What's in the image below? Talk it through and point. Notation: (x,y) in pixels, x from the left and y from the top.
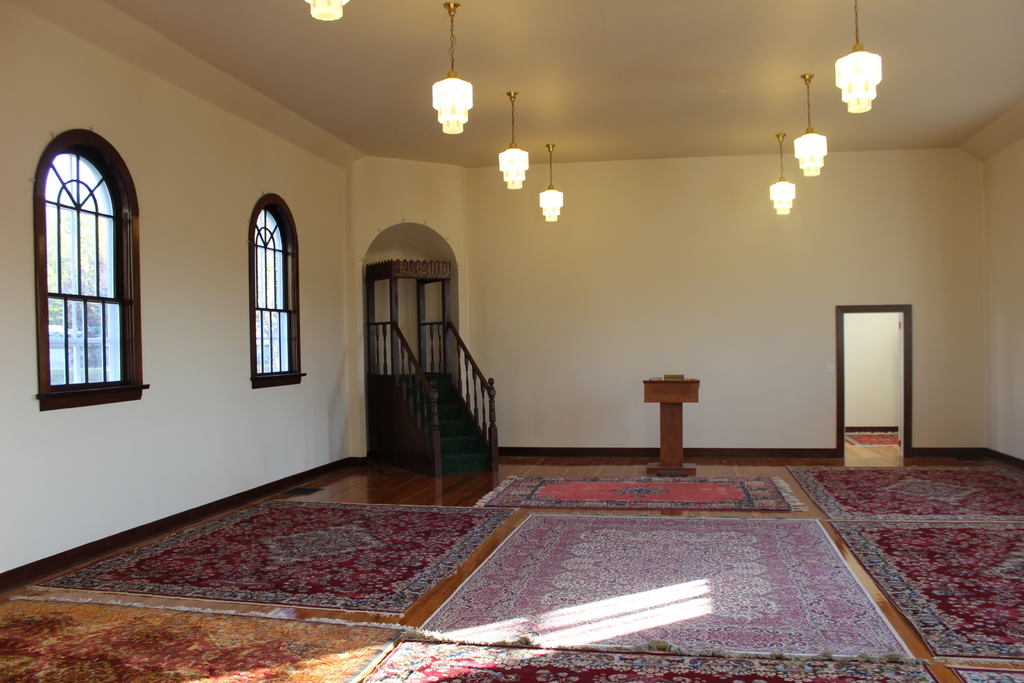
This image might be taken in room (654,403). In this image we can see door (902,331), stairs (467,424), windows (58,305), lights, lectern (663,393) and carpets (801,609).
